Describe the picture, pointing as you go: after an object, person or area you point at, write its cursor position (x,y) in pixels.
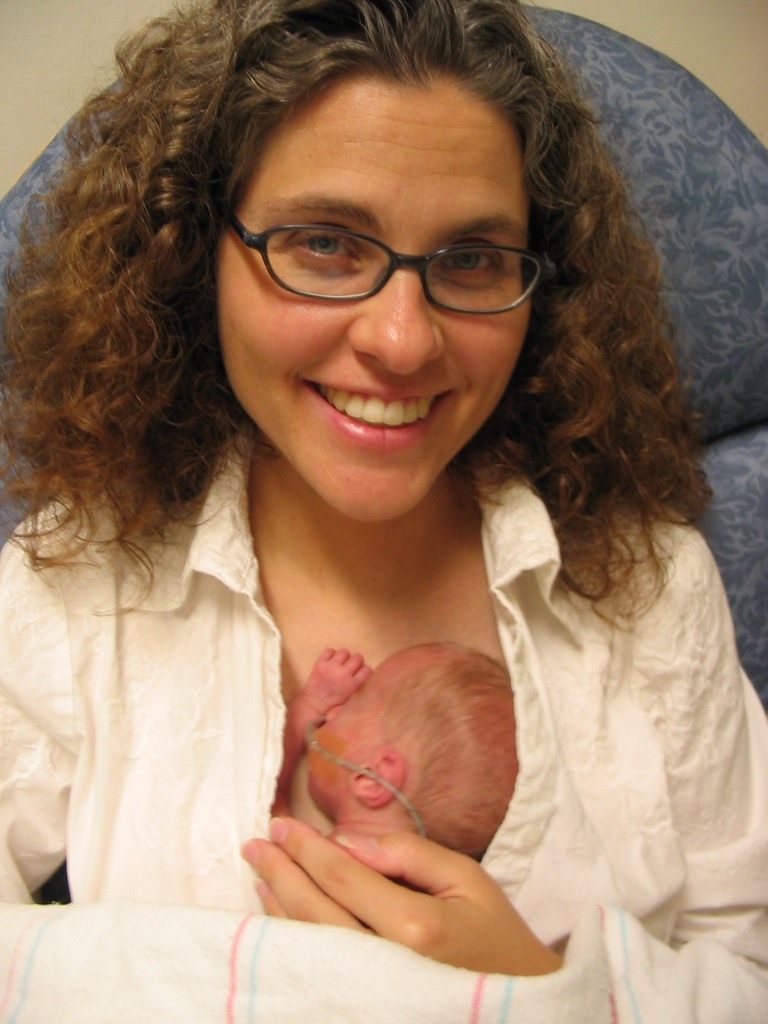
In this image we can see a lady (319,577) wearing specs (412,263). She is holding a baby (401,781). At the bottom (244,1004) there is a cloth (384,993). In the back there is an object (579,18).
